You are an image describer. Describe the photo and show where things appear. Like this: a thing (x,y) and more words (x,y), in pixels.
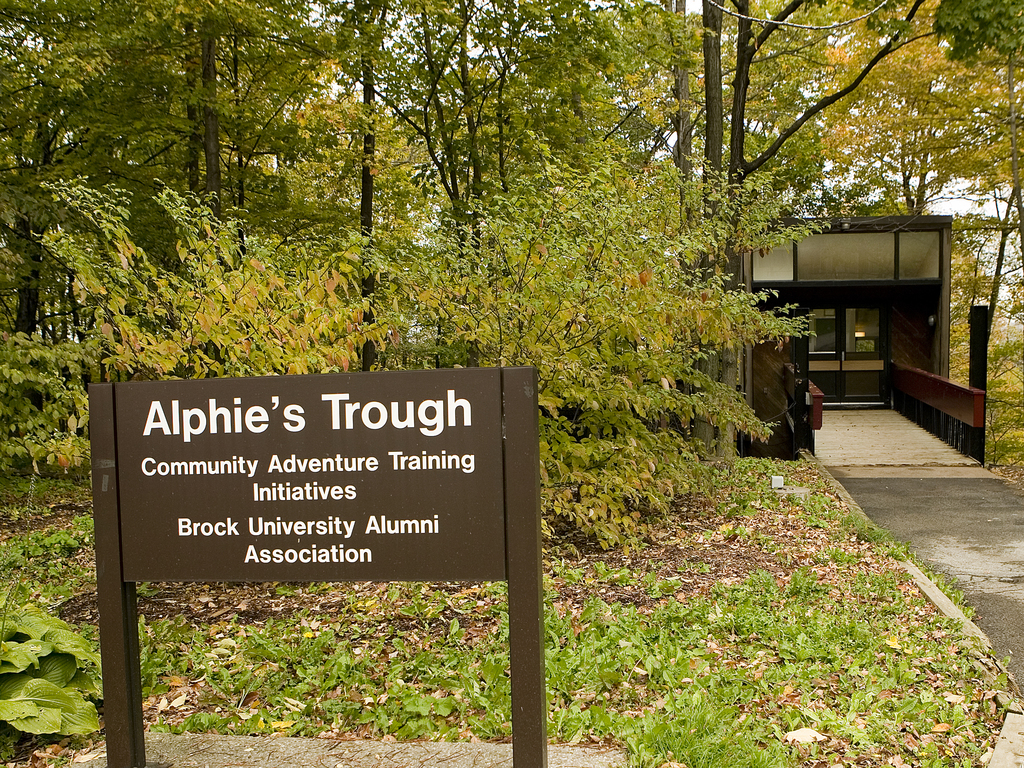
In the foreground of this image (372,526), there is a board (472,536). In the background (510,285), there are trees (813,156), a bridge (810,409), it seems like a shelter (829,321) on the right (834,305) and the path (963,537).
